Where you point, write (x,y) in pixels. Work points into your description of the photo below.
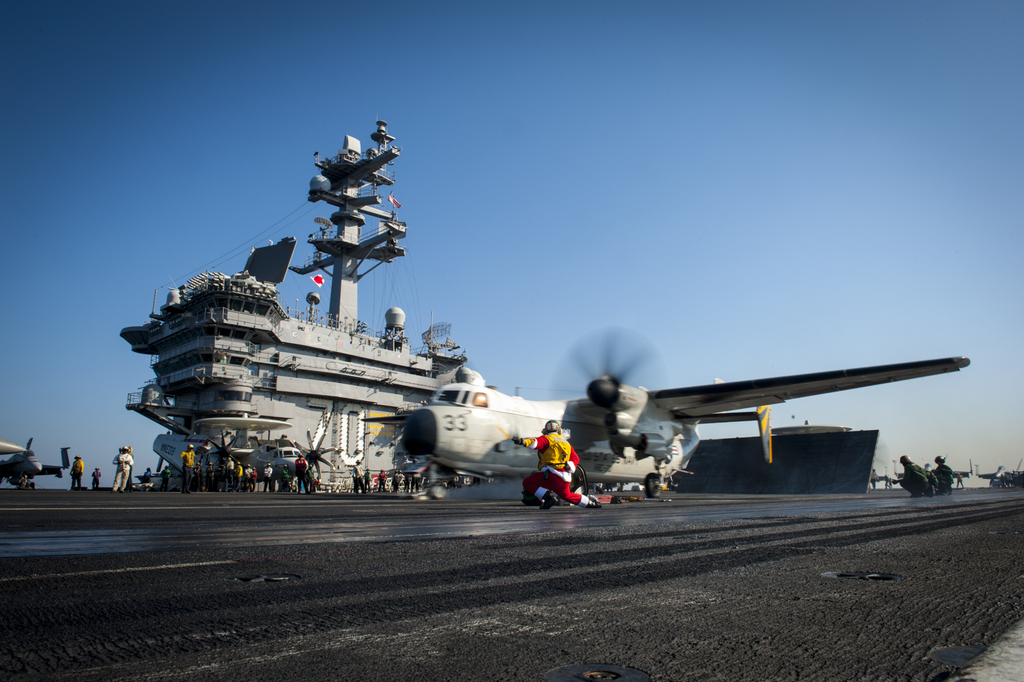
In the image there is an airplane (580,451) going on runway (992,525) with a person (561,460) kneeling in front of it and in the back (341,304) there is ship (235,386) with few people (208,468) standing in front of it and above its sky (675,222).
